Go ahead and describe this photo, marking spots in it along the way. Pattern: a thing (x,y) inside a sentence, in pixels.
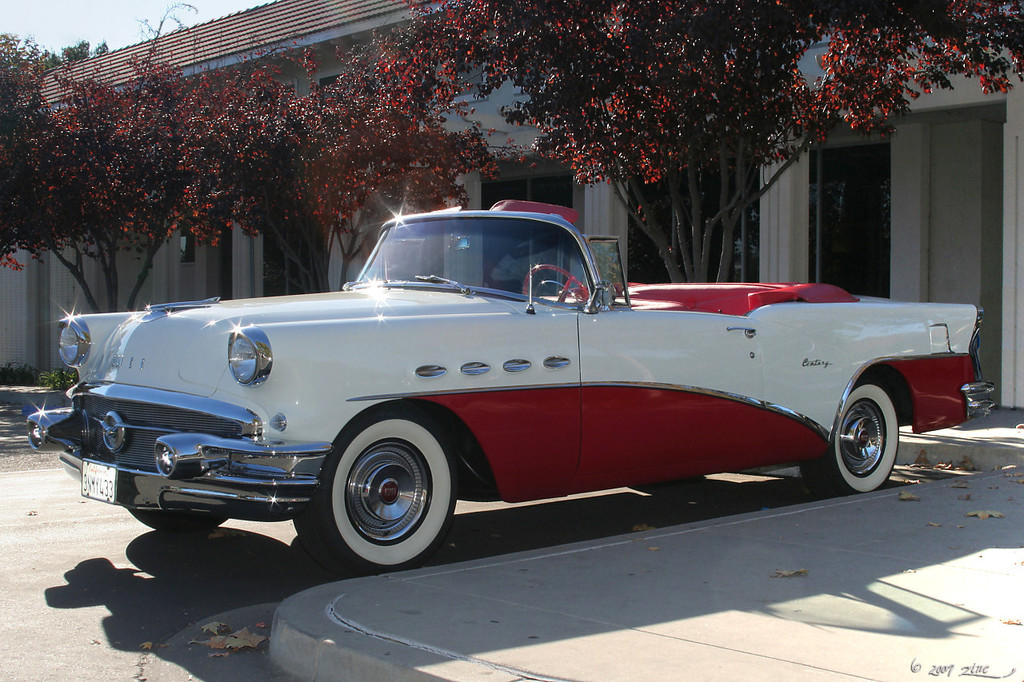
In the center of the image (517,263) there is a car (391,562). In the background of the image (249,253) there is house (249,253). There are plants (473,142). At the bottom of the image (123,642) there is road (128,596).
